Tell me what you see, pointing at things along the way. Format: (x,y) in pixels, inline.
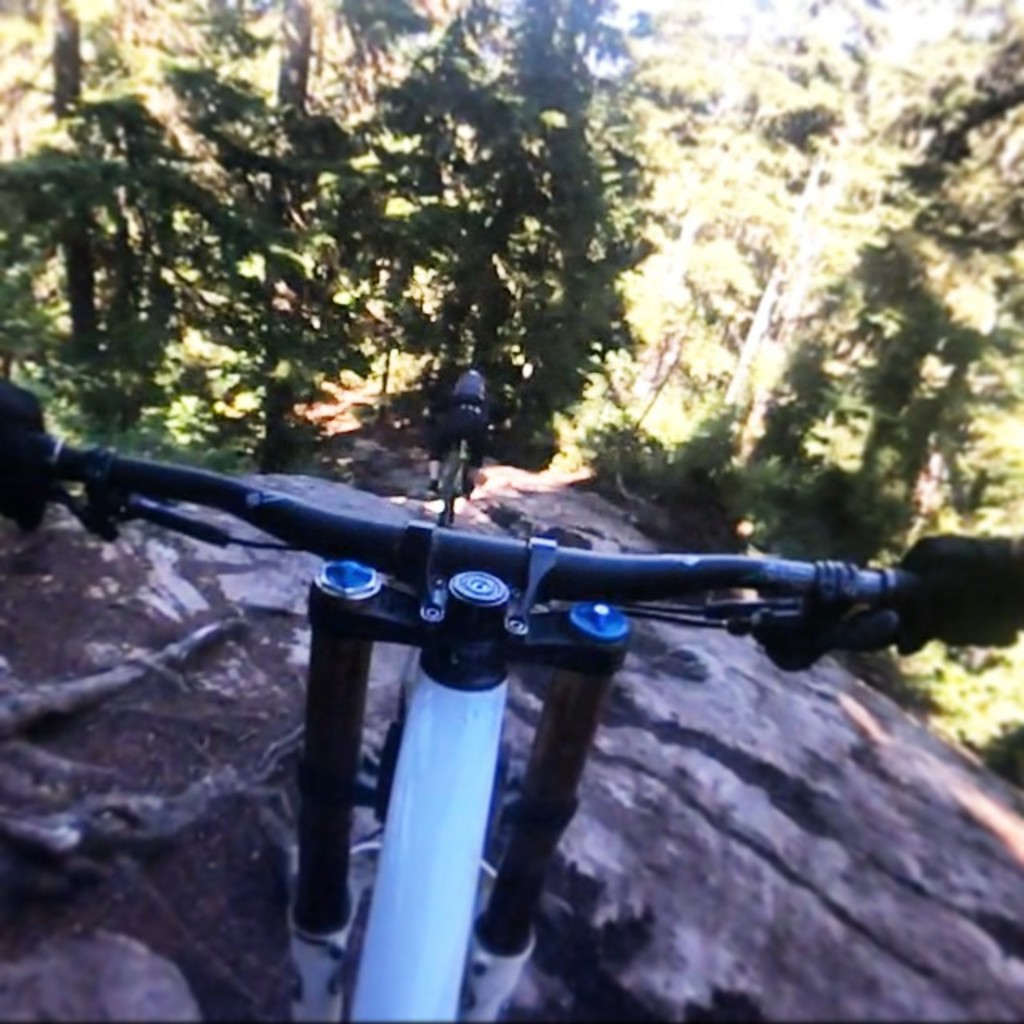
In this image I can see a portion of the bicycle (477,720) at the bottom of the image (295,781) on a mountain (147,838). At the top of the image (310,274) I can see trees (814,295).
